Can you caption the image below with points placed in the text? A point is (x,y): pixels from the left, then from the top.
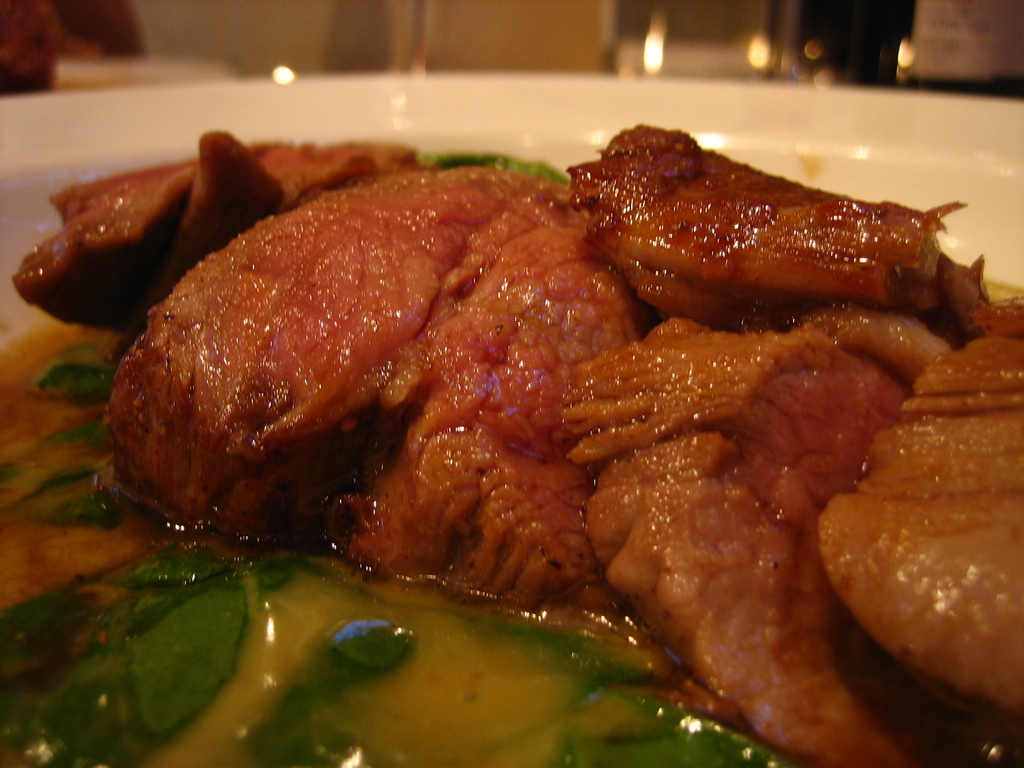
This image consists of food (421,415). It looks like flesh (489,328) kept in a white color bowl (351,87). At the bottom (456,705), there is soup (250,657) along with leaves (126,684).
